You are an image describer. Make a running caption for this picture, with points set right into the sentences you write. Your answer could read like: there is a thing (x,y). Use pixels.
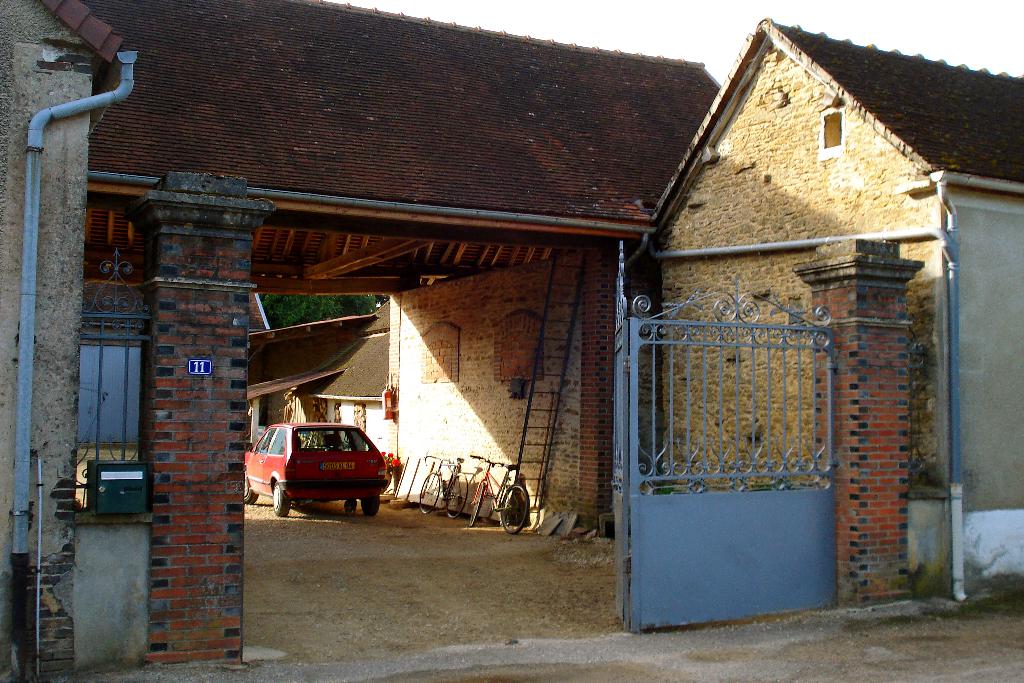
There are brick houses (42,268), pipes (20,467), blue gate (633,366), ladder (580,290), bicycles (444,486), red car (329,456) and trees (327,308) at the back (327,314).
